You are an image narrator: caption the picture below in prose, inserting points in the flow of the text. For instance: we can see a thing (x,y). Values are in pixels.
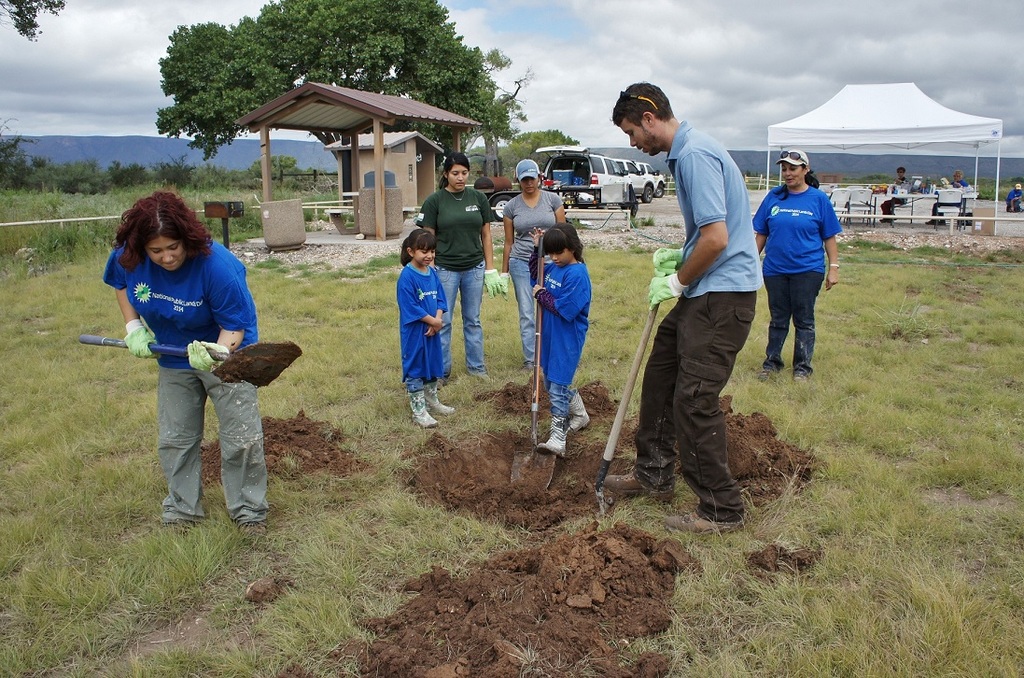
In this image I can see the group of people (571,327) with blue, ash and green color dresses (468,288). I can see few people (239,388) are holding the mud diggers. In the background (643,182) I can see the tent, sheds (413,199) and vehicles (629,172). I can see few people (896,201) are sitting under the tent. I can also see many trees (172,85), mountain (242,152), clouds (535,106) and the sky (791,33).
